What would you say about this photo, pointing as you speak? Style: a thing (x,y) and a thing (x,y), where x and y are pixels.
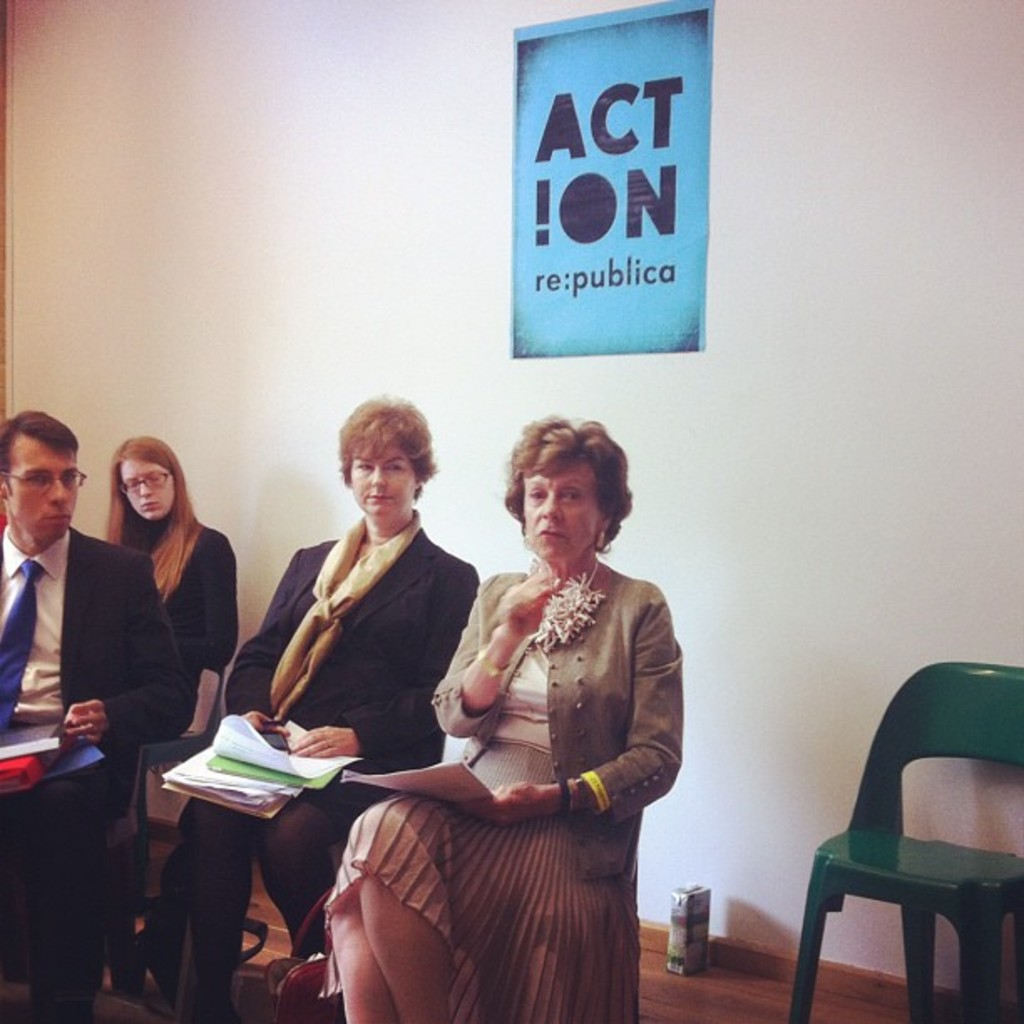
In the picture we can see some people (623,729) are sitting on the chairs (202,739) and the backside we can find a wall (801,587) and with the picture ACTION (540,264).
